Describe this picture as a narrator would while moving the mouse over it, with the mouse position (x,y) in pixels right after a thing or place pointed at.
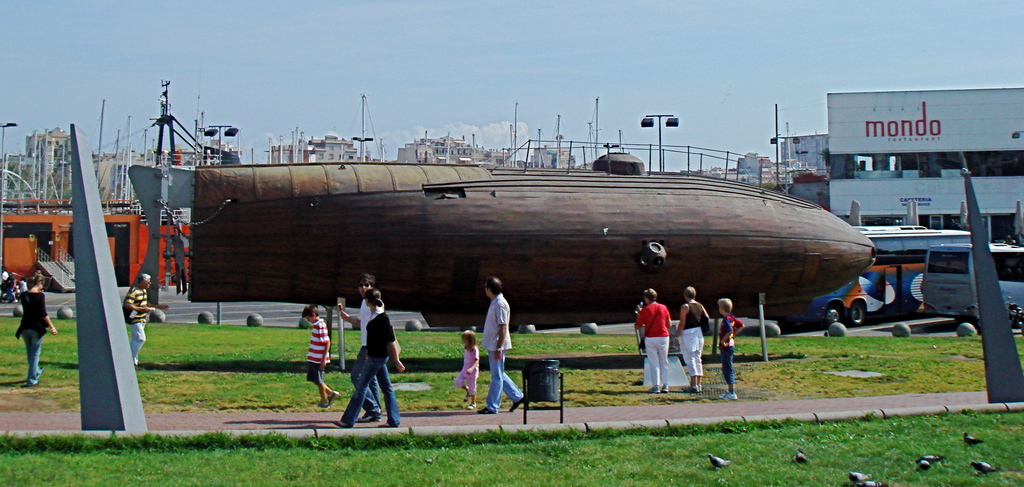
In the foreground of this image (371,360), there are persons (321,368) walking and standing. On the bottom (710,464), we can see few pigeons (986,467) on the grass (705,430) and the path (643,413) and two objects (99,263) on the either side of the image. On the right (952,203), there is a building (909,192) and few buses (953,271) on the road (74,296). In the middle (675,164), there are buildings (349,142), poles (171,136), stairs (72,272) and a room like structure (57,234). On the top (479,44), there is the sky (474,106) and the cloud (474,124).
